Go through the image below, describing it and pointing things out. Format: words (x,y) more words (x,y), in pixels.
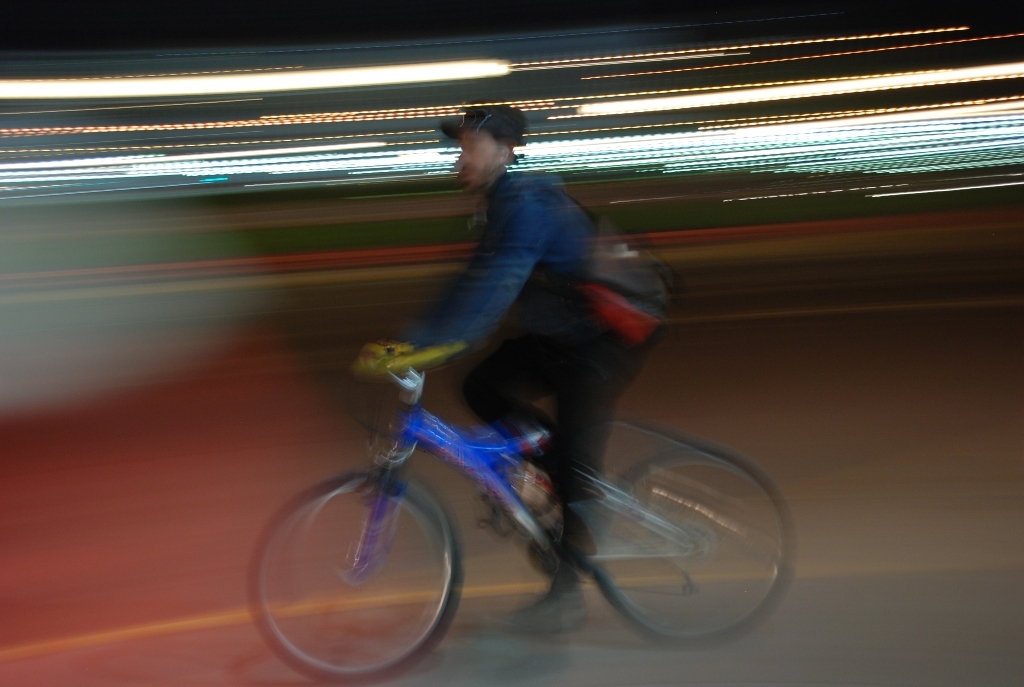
It is a blur picture, there is a person (516,361) riding a cycle (506,437) and he is also wearing a bag (641,306).
